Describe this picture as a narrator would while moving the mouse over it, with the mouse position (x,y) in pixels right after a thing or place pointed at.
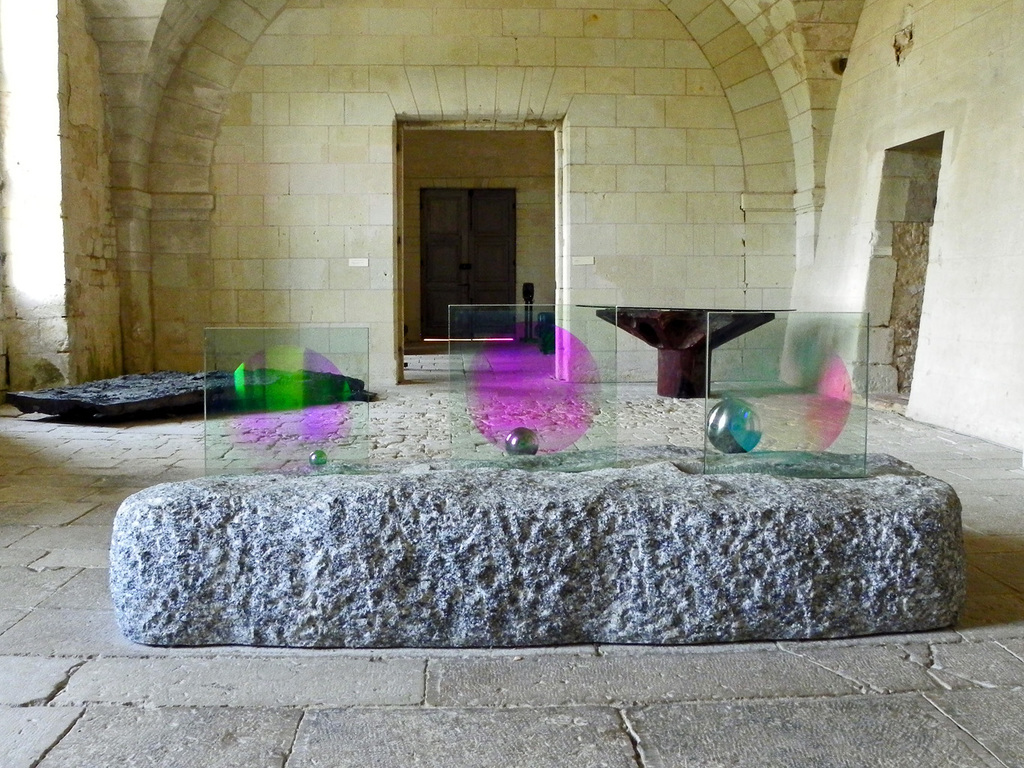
In this image there is a floor (979,551), on that floor (386,684) there is a stone (707,473), on that there are glass boxes (228,459) in that glass boxes (268,453) there are iron balls (727,430) of different size, in the background (623,354) there are two objects (642,327) and a wall (641,181) for that wall (591,315) there is an entrance (495,254), on the right side (908,362) there is a wall (963,212) for that wall (959,186) there is an entrance (911,257).
